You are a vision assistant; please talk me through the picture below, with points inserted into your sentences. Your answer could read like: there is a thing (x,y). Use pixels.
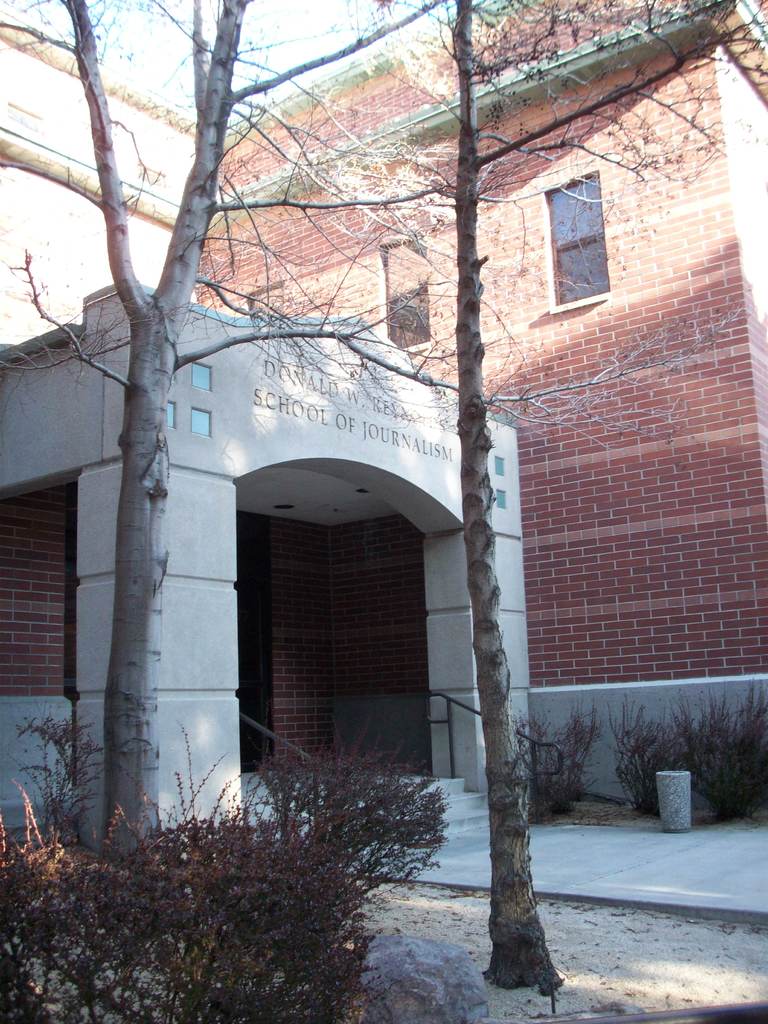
There is a journalism school (412,380), it is made up of bricks (650,310) and in front of the organization (93,774) there are two tree (482,571) and some plants (282,910).
